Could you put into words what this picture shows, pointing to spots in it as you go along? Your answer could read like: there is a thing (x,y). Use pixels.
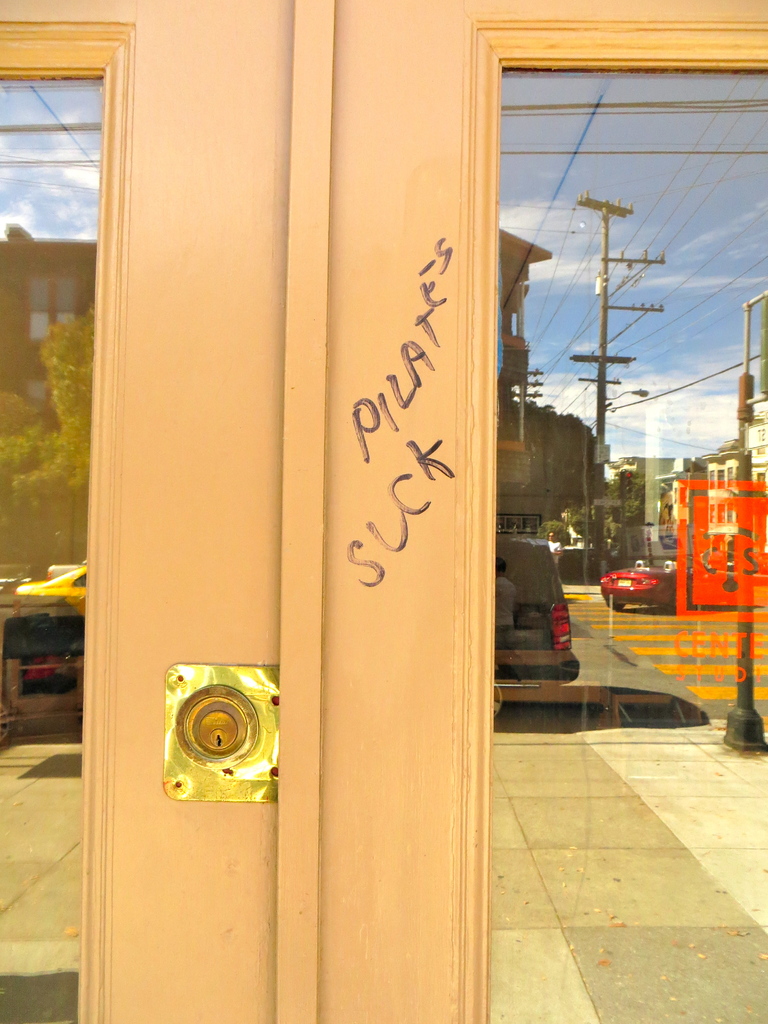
In this image there are glass windows (39,788) and through the glass window (630,425) we could see reflection (628,606) of vehicles (654,564), poles (597,540), wires (614,406), buildings (564,496), trees (581,517), sky (70,204). At the bottom (609,811) there is road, and on the glass windows (529,356) there is some text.
